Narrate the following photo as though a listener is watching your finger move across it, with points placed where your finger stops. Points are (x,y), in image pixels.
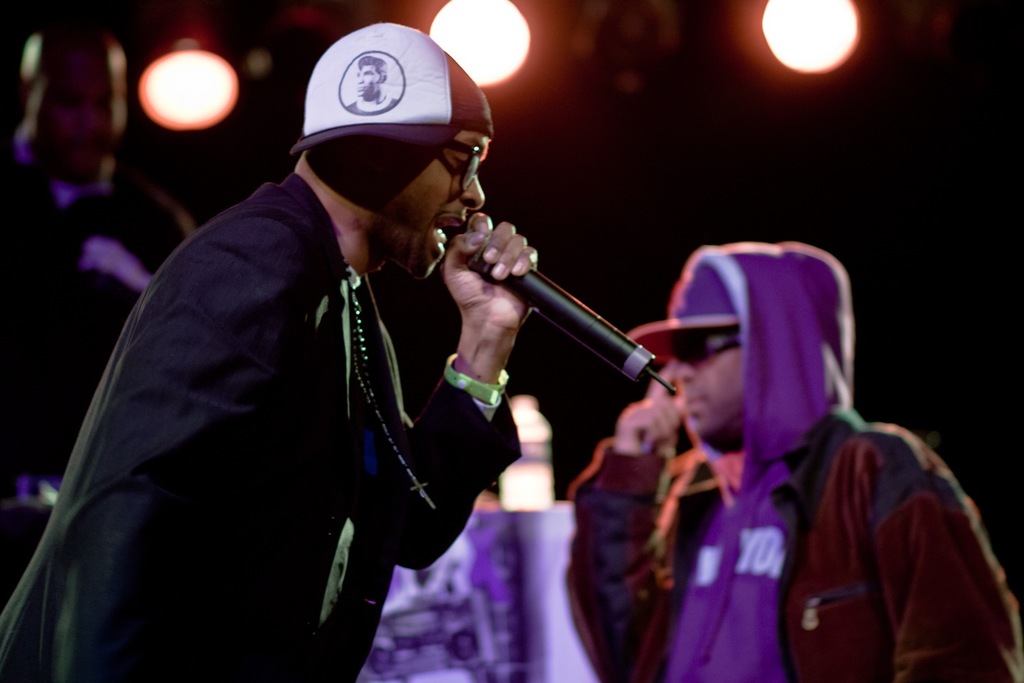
In the picture I can see a man (272,216) on the left side (260,189) wearing a black color coat (306,350) and he is singing on a microphone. There is a cap (437,116) on his head (430,152). I can see another man (745,450) on the right side (808,549) wearing a jacket (848,547) and I can see the goggles (694,341) on his eyes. I can see the decorative lights (813,31) at the top of the picture (448,46). I can see a man (92,72) on the top left side of the picture (60,134).
